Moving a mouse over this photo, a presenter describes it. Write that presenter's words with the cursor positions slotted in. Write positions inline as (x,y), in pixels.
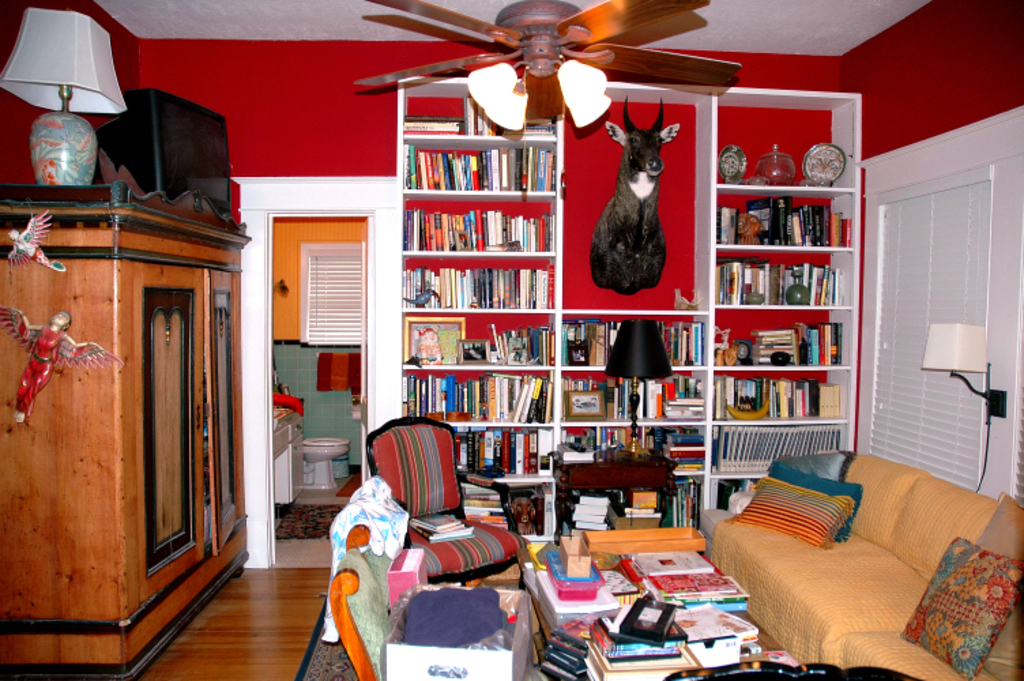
In this image I can see a bookshelf (518,317) with so many books (544,396), at the top of the image (604,7) I can see a fan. On the left hand side (67,60) I can see a lamp (92,134) with a wooden cupboard (164,191) with some objects (164,183). In the center of the image (358,277) I can see a way (315,384) to the toilet (350,414) I can see a toilet seat (332,438). On the right hand side of the image (965,355) I can see a window (942,422) with a lamp (945,363). At the bottom of the image (910,489) I can see a sofa (911,477), a glass table (600,576), some books (636,576) and other objects (497,626).
